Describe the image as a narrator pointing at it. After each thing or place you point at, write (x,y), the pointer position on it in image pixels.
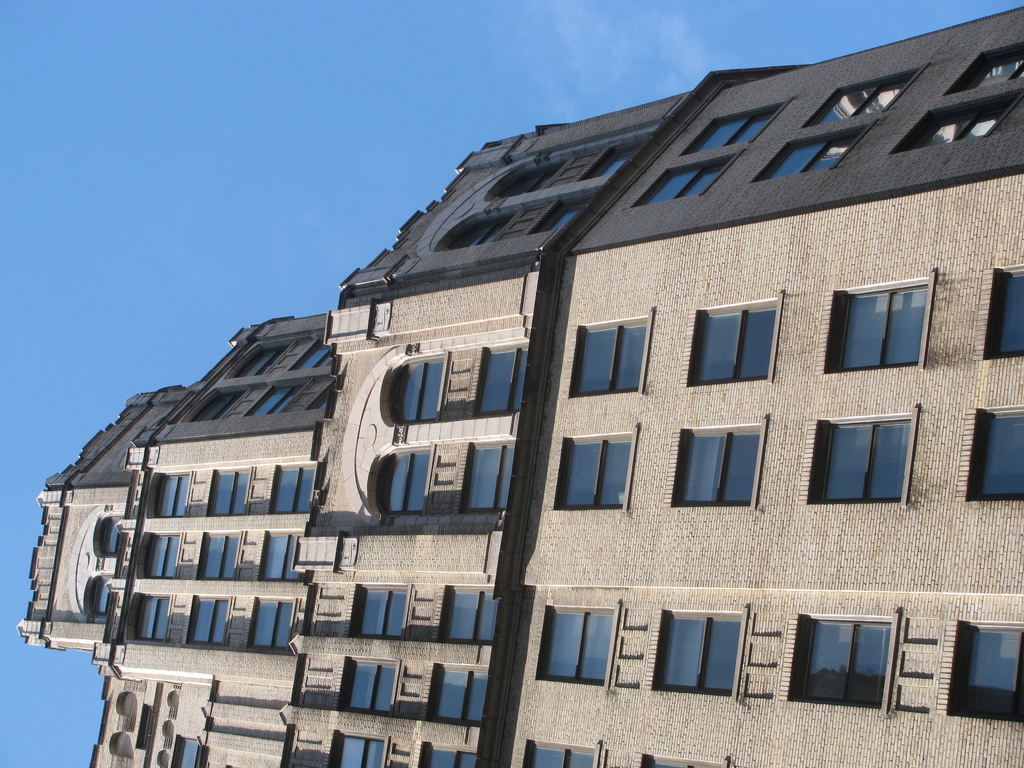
In this image we can see a building (543,559), windows (577,469) and sky (343,216) in the background (344,197).
